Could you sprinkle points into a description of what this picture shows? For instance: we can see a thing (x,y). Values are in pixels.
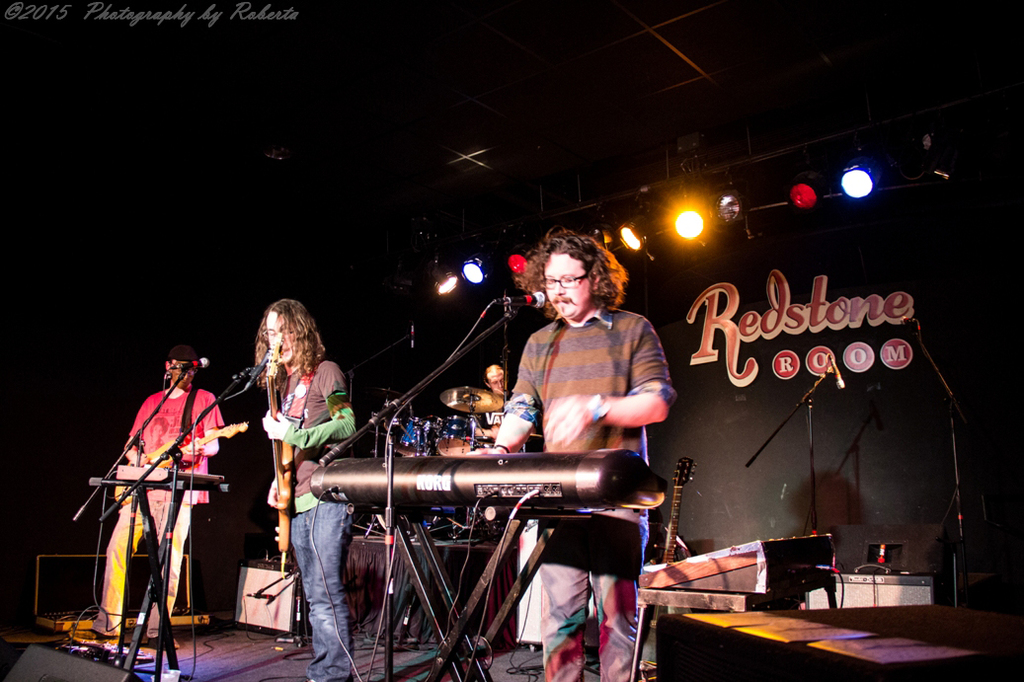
These three persons (582,385) are standing and playing musical instruments (474,472), There are microphone (257,367) with stands (170,544). On the background (455,429) there is a person (490,425) playing musical instrument (477,417), wall (678,340), focusing lights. We can see guitar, electrical device (791,564), cables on the stage (164,659).
